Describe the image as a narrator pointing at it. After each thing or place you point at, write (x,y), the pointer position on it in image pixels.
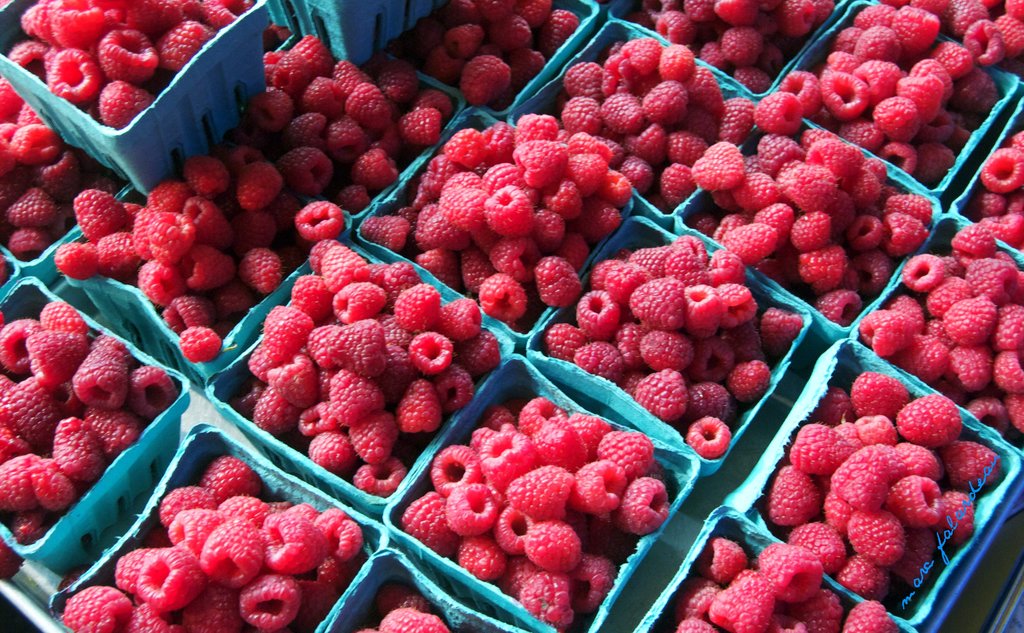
In this image I can see a fruits (377,340) in blue color baskets (711,462). Fruit (624,384) is in red color.
